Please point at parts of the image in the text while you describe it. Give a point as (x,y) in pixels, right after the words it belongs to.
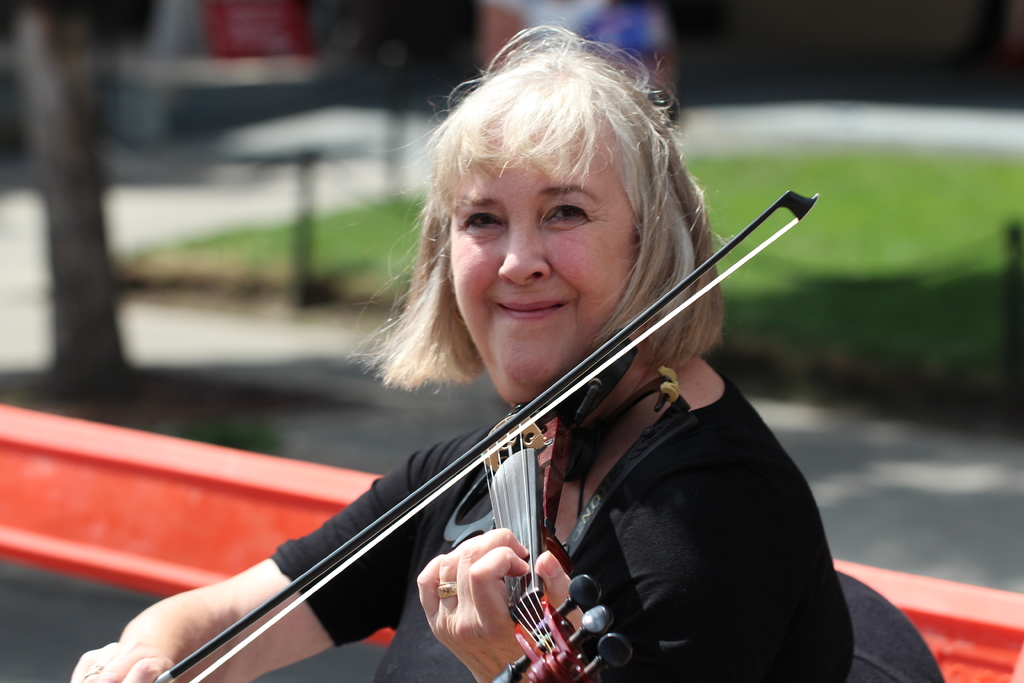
There is a woman (709,419) playing violin (602,646). This is road (906,469) and there is grass (885,263).
